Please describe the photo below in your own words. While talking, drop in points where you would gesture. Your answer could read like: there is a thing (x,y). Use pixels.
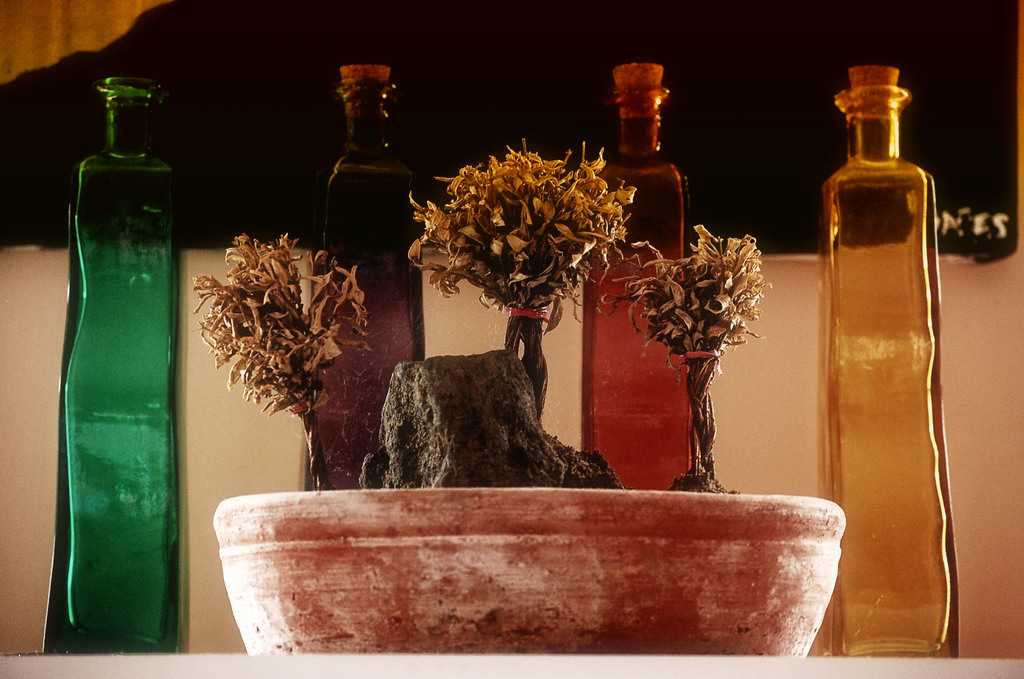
In this image i can see a pot (655,509) at the background (216,180) i can see four bottles (148,295) and a wall (750,351).
